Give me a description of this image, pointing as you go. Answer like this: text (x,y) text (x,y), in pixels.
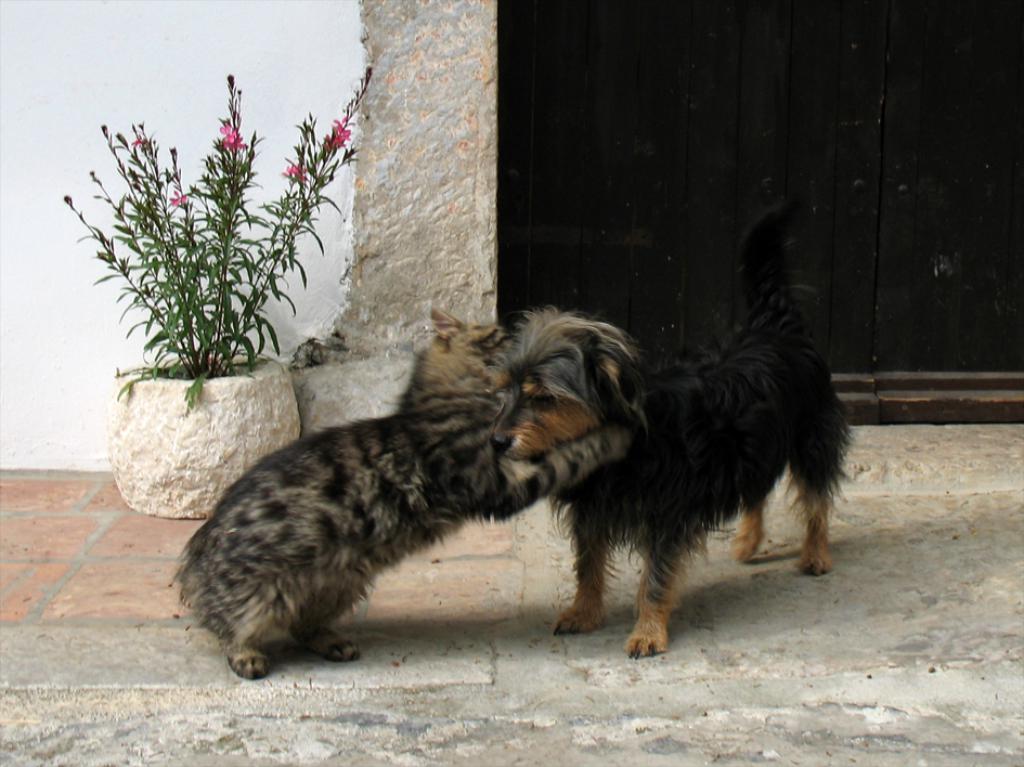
In this picture we can see a dog (810,483) and an animal (571,448) on the ground (66,556), house plant (244,167) and in the background (264,67) we can see wall (40,21).
